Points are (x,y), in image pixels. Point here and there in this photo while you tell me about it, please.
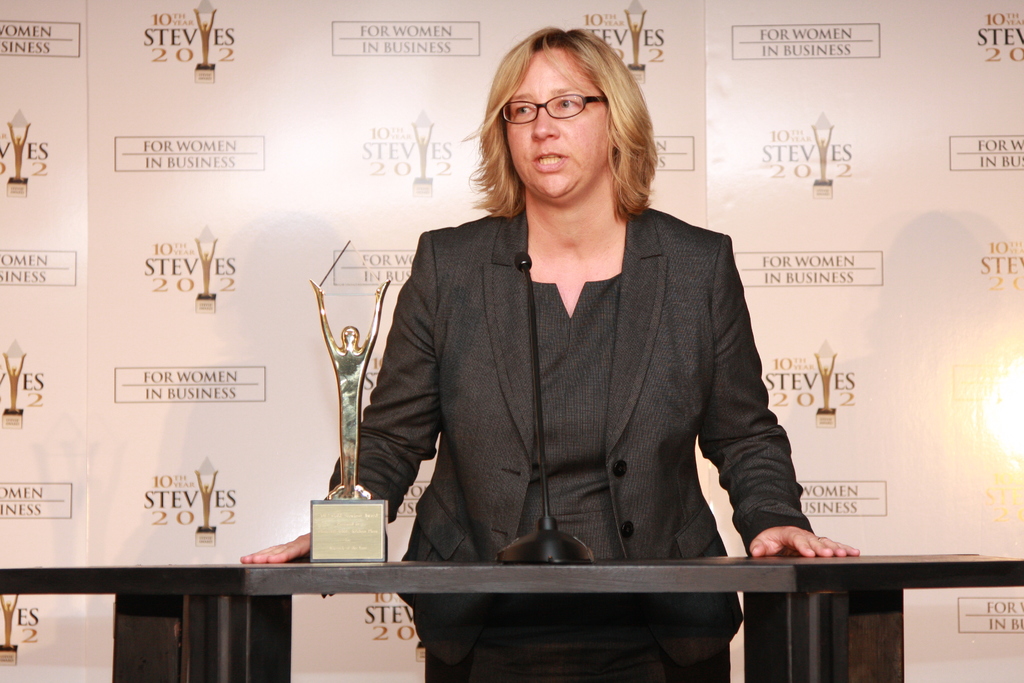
It is an award function, a women (665,349) wearing black dress (691,409) standing in front of the table (477,566), she speaking something, beside her there is an award (340,539), in the background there are lot of cutouts (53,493) of the award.
